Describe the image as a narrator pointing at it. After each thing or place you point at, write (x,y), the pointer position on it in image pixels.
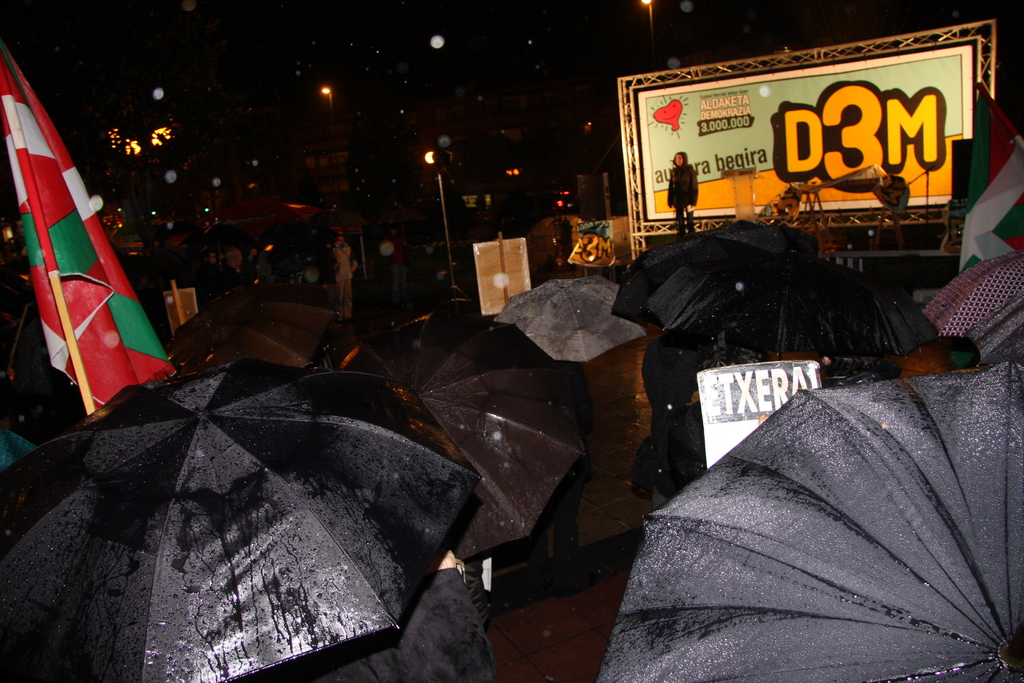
This image is taken in dark where we can see umbrellas (742,490), flags (101,378), a person (680,216) standing here, we can see some objects (792,196), board (774,119), light poles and the dark sky (154,30) in the background (181,53).
